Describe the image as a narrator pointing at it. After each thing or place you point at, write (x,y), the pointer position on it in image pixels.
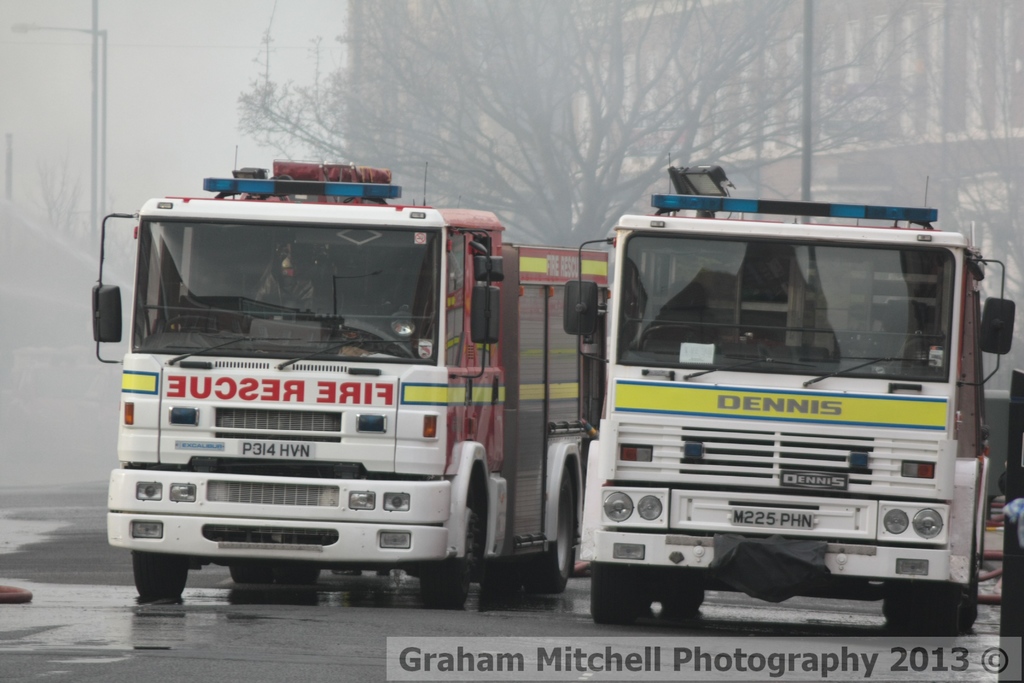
There are two trucks (477,406) present on the road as we can see in the middle of this image (369,382). We can see trees (541,106) and a building (848,83) in the background (683,128). There is a watermark (751,661) at the bottom of this image (725,658).
